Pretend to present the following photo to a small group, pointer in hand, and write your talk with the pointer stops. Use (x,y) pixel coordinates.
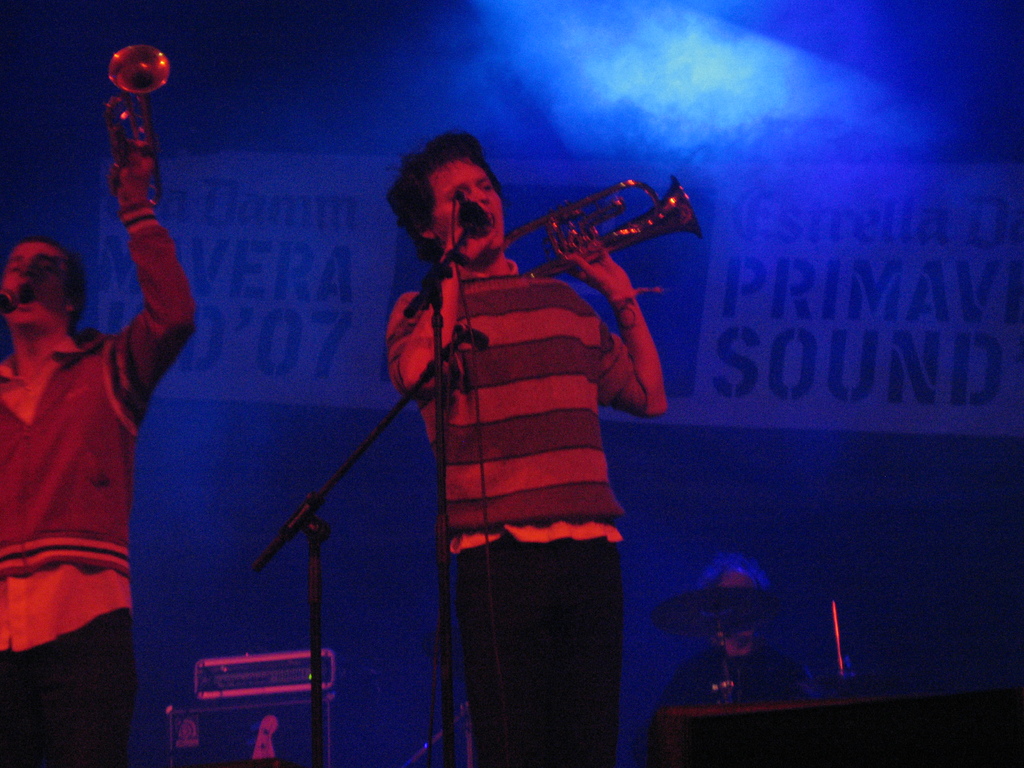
On the left side of the image (81,536) we can see a person (116,409) is singing a song and holding a musical instrument (138,83) in a hand (139,195). In the middle of the image (577,365) we can see a person (528,444) is singing a song and holding a musical instrument (617,234) in a hand (615,270). On the right side of the image (699,326) we can see a poster (639,270) on which some text (935,360) was written.
